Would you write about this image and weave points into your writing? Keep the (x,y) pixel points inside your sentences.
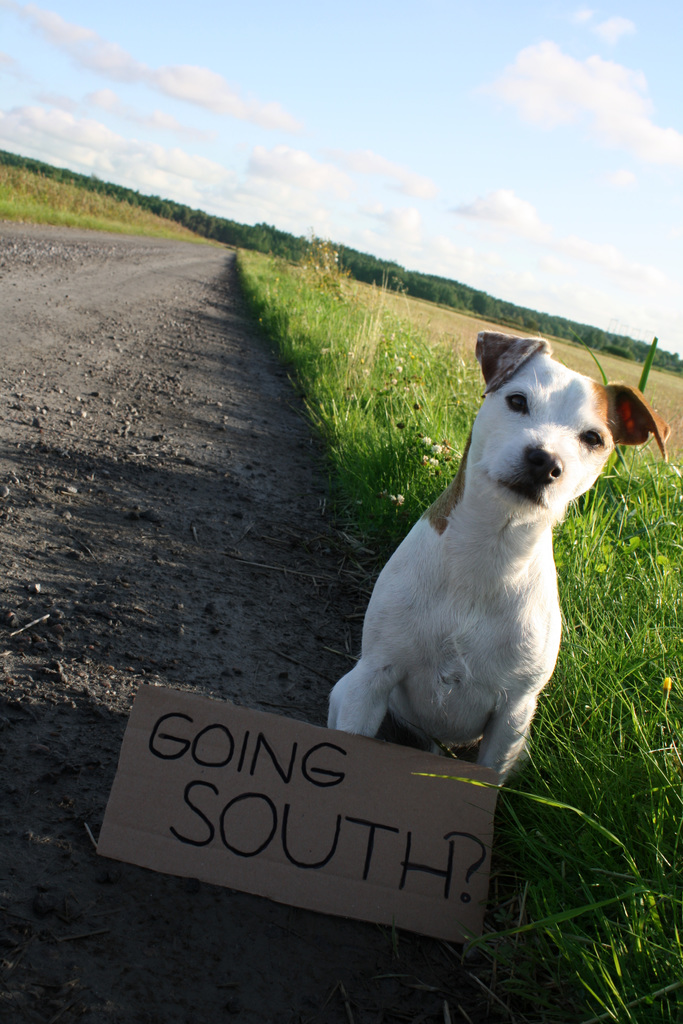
There is a dog (474,464) and text (287,824) on cardboard (326,782) in the foreground area of the image (342,754), there are trees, grassland (401,358) and the sky (519,213) in the background (372,293).
